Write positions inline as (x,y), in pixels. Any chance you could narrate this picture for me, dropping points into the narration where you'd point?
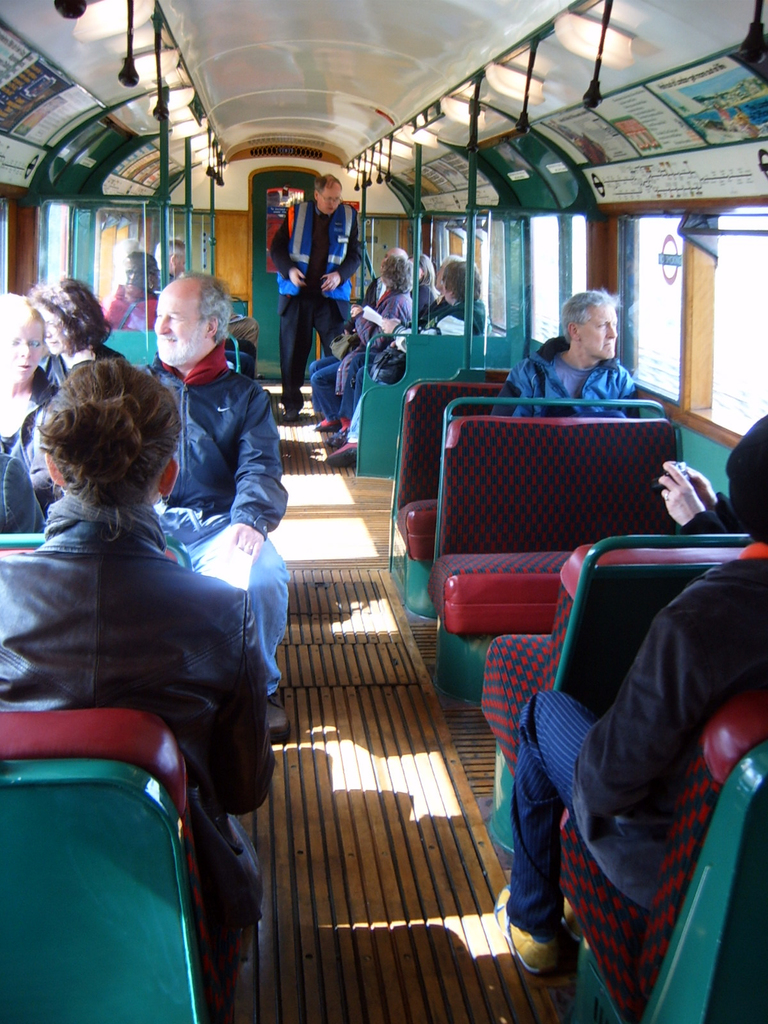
In this image we can see inside view of a vehicle (583,531), some persons (192,319) are sitting on the seats (465,455). One person (315,277) is standing. On the right side of the image (760,367) we can see the hands (701,500) of a person (686,509) holding camera (689,476), windows (759,355) and poles (470,240). At the top of the image (755,98) we can see some lights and posters (723,124) with some text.
